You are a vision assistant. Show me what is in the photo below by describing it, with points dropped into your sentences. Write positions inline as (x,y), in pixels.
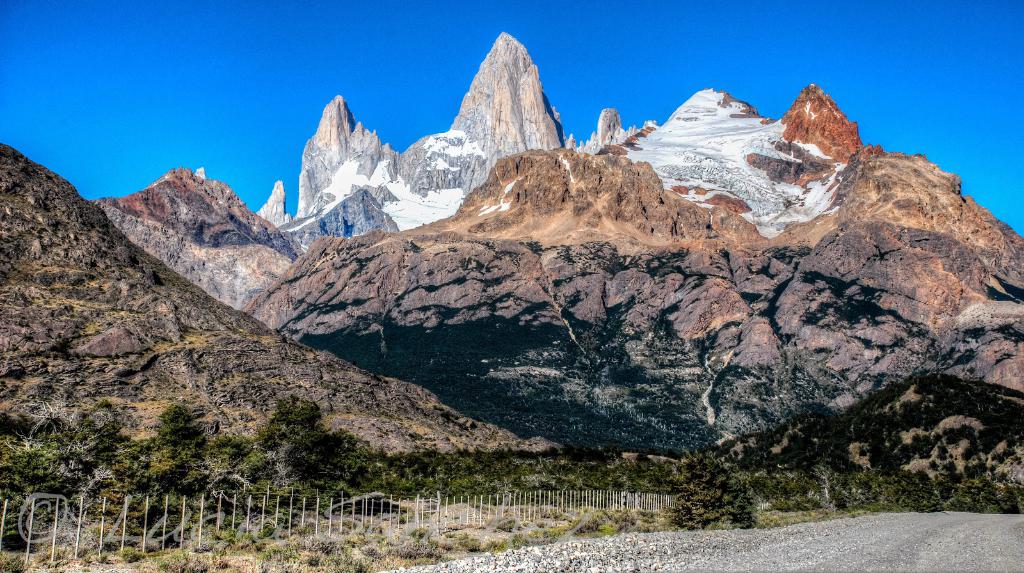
This is an outside view. On the right bottom of the image (847,551) I can see the road (812,540). Beside the road (963,535) there are some plants (316,553) and some poles (275,522). In the background (177,455), I can see some trees (276,465) and the hills (525,220). On top of the hills (699,121) there is a snow (716,135). On the top of the image (93,69) I can see the sky (169,52) in blue color.
